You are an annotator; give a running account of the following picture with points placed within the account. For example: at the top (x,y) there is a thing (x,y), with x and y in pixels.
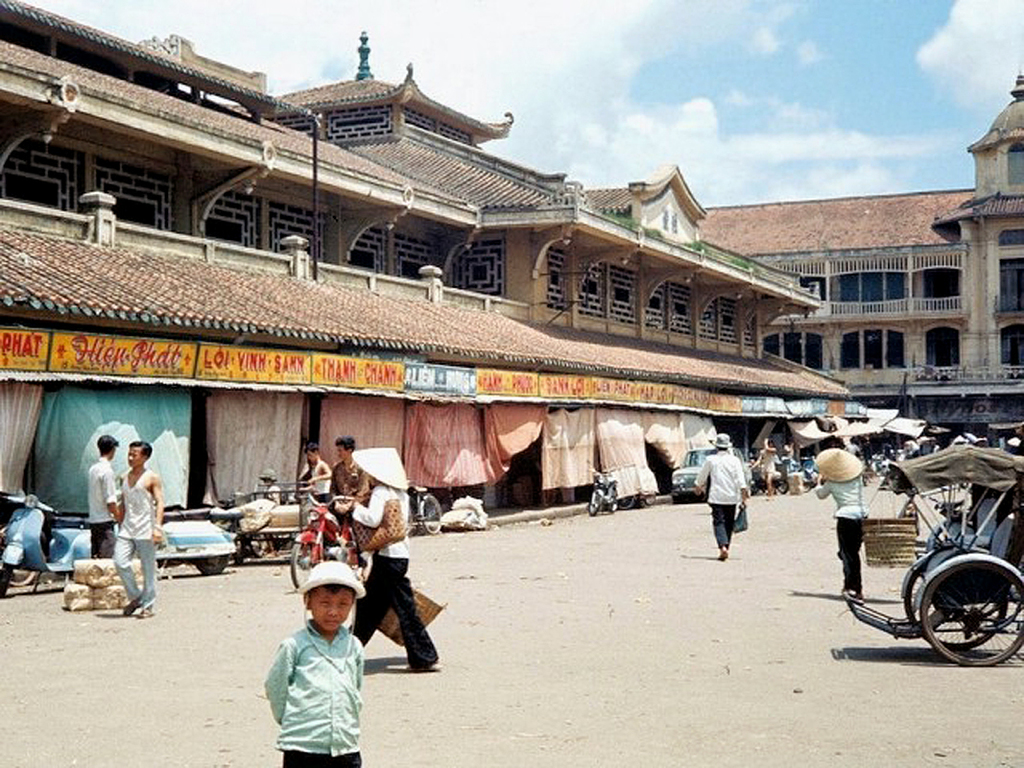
In this picture I can see buildings (334,303) and few people (373,507) walking and I can see a car (677,499), motorcycle (588,502), bicycle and few scooters (639,503) parked and I can see boards (561,388) with some text (433,380) and few clothes (440,449) hanging and I can see few people (379,615) are wearing caps (719,450) on their heads (396,450) and a cart (992,465) on the right side of the picture (1002,572) and a blue cloudy sky (671,108).
